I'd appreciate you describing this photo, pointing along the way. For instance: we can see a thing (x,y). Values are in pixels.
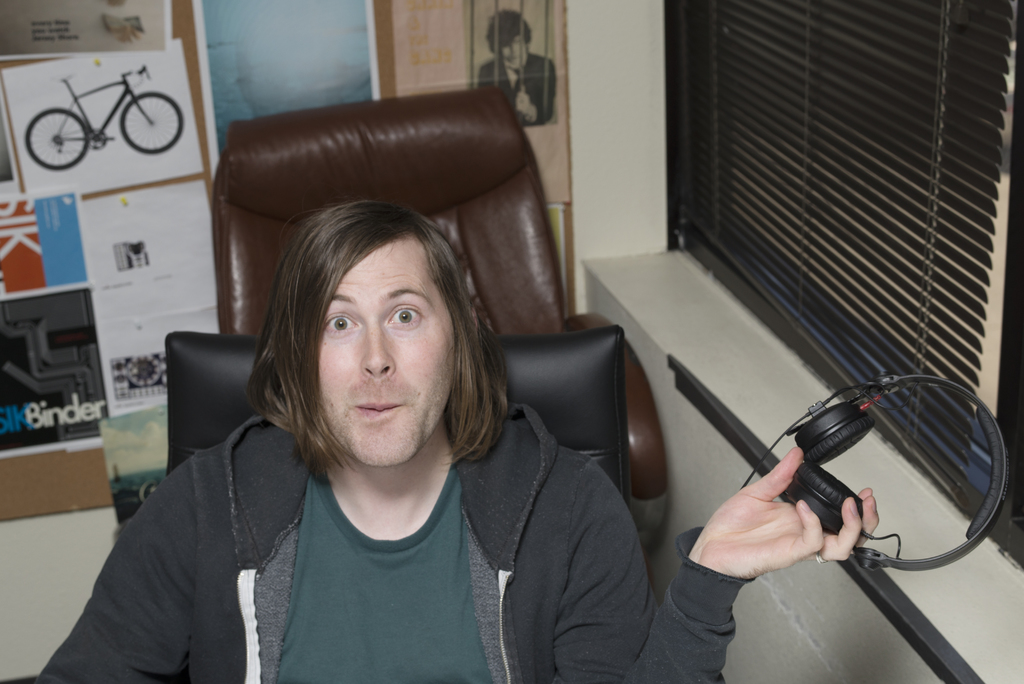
In the center of the image (409,344) a man (369,200) is sitting on a chair (614,415) and holding headset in his hand (732,538). In the background of the image (185,281) we can see wallpapers (181,92), board (500,72), window (673,132).
